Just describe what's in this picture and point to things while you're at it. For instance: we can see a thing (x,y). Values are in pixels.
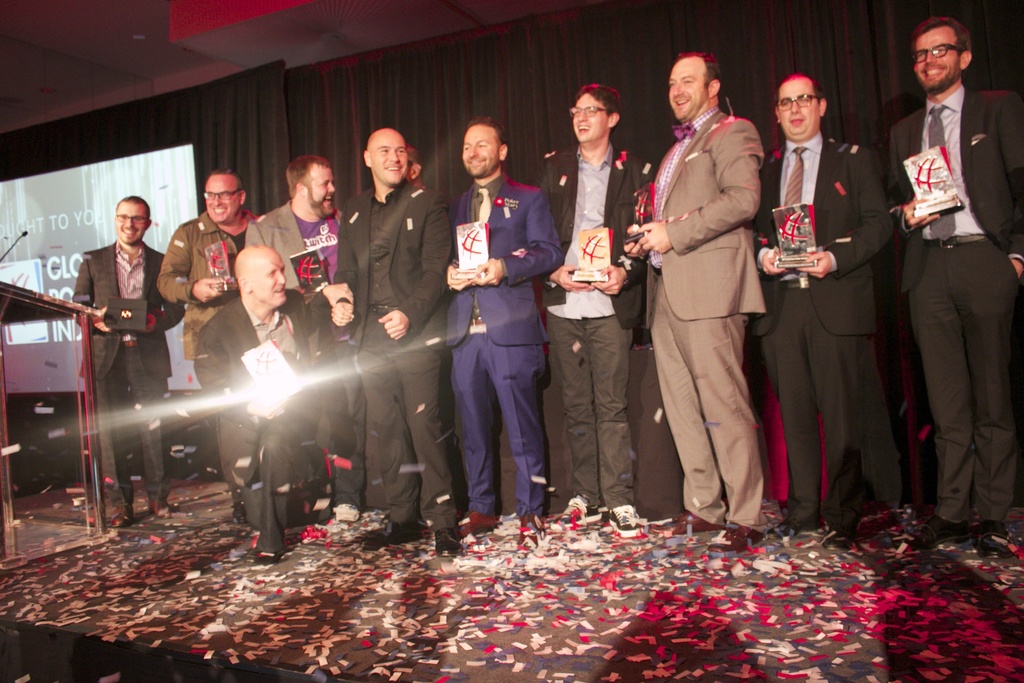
In this image there are group of boys (203,230) standing on the stage (540,611) by holding the shields (790,244). In the middle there is a man (277,434) kneeling on the floor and reflecting the light (277,387). In the background (149,173) there is a screen (90,168). On the left side (85,343) there is a podium (47,374) on which there is a mic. In the background (501,62) there is a black color curtain (648,49). On the stage (393,578) there are pieces of papers (512,593).
